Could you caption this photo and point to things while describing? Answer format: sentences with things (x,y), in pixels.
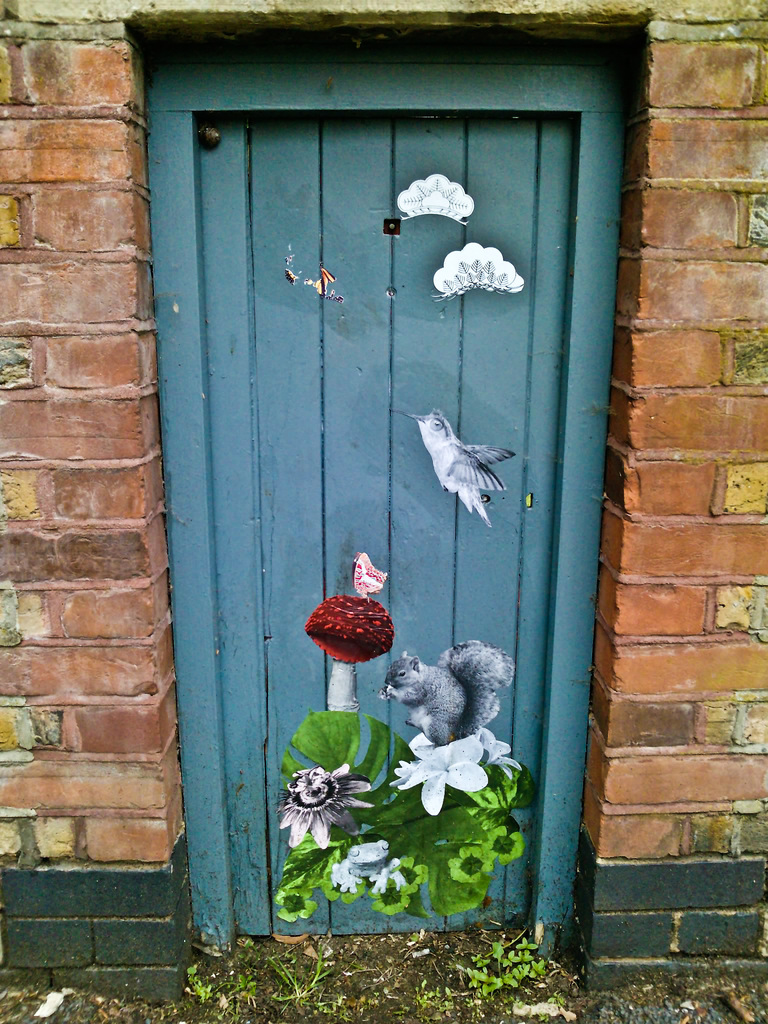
We can see walls (86,253) and door (427,359), on this door (447,534) we can see painting (451,648) of animal (426,697), bird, mushroom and flowers (431,799).
